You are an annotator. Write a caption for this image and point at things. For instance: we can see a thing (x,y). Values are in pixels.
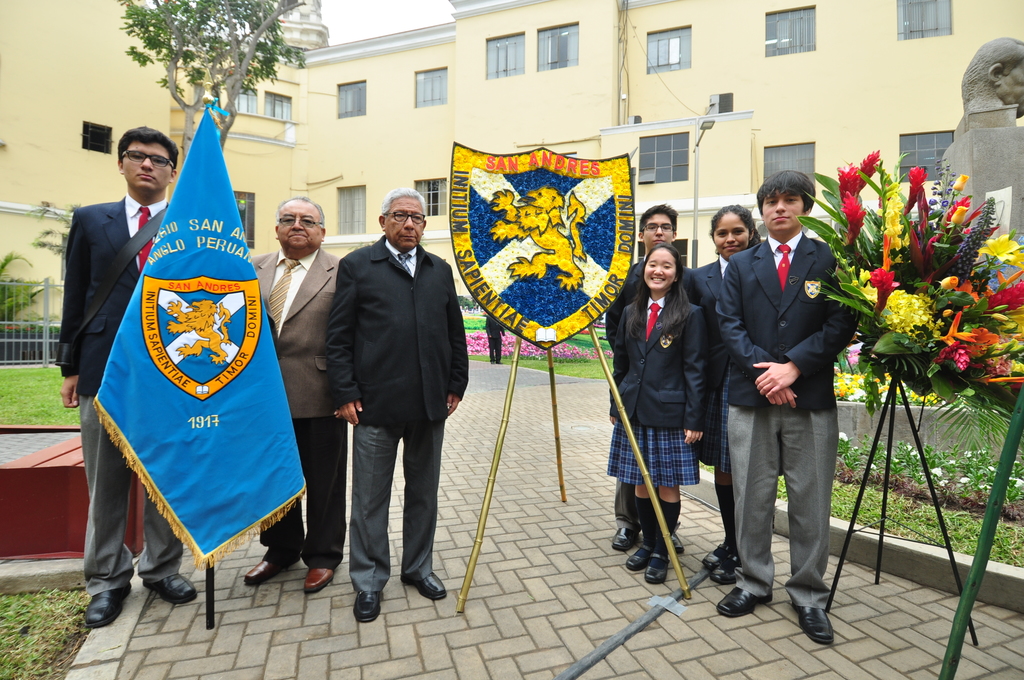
There are many people (366,269) standing. In the front (224,497) there is a flag (208,549) on a pole (207,583). Also there is an emblem (521,264) on a tripod stand (550,384). There is a flower bouquet (885,341) on a stand (886,422). In the back (374,105) there is a building (429,60) with windows (652,57). On the right side (979,88) there is a statue (1002,81) on a platform (970,171). On the ground (901,473) there are plants (919,485) and grass (925,505). In the back (42,340) there is a railing (43,321). In the background (177,57) there is tree (168,73).
